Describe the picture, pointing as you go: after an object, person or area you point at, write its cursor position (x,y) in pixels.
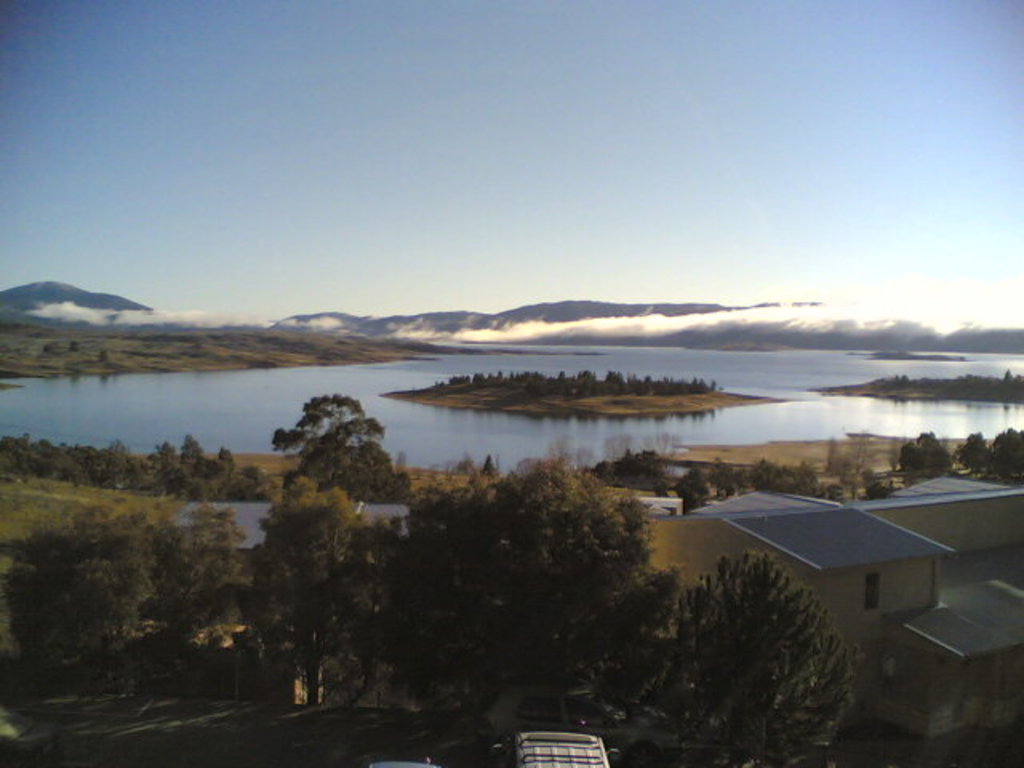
In this picture we can see the river (975,418). In the background (712,340) we can see the mountains (700,343). At bottom (536,708) we can see the vehicles (424,766) which is parked near to the trees (808,689). On the right (785,526) we can see the buildings (911,536). At the top (660,45) there is a sky (648,29).
